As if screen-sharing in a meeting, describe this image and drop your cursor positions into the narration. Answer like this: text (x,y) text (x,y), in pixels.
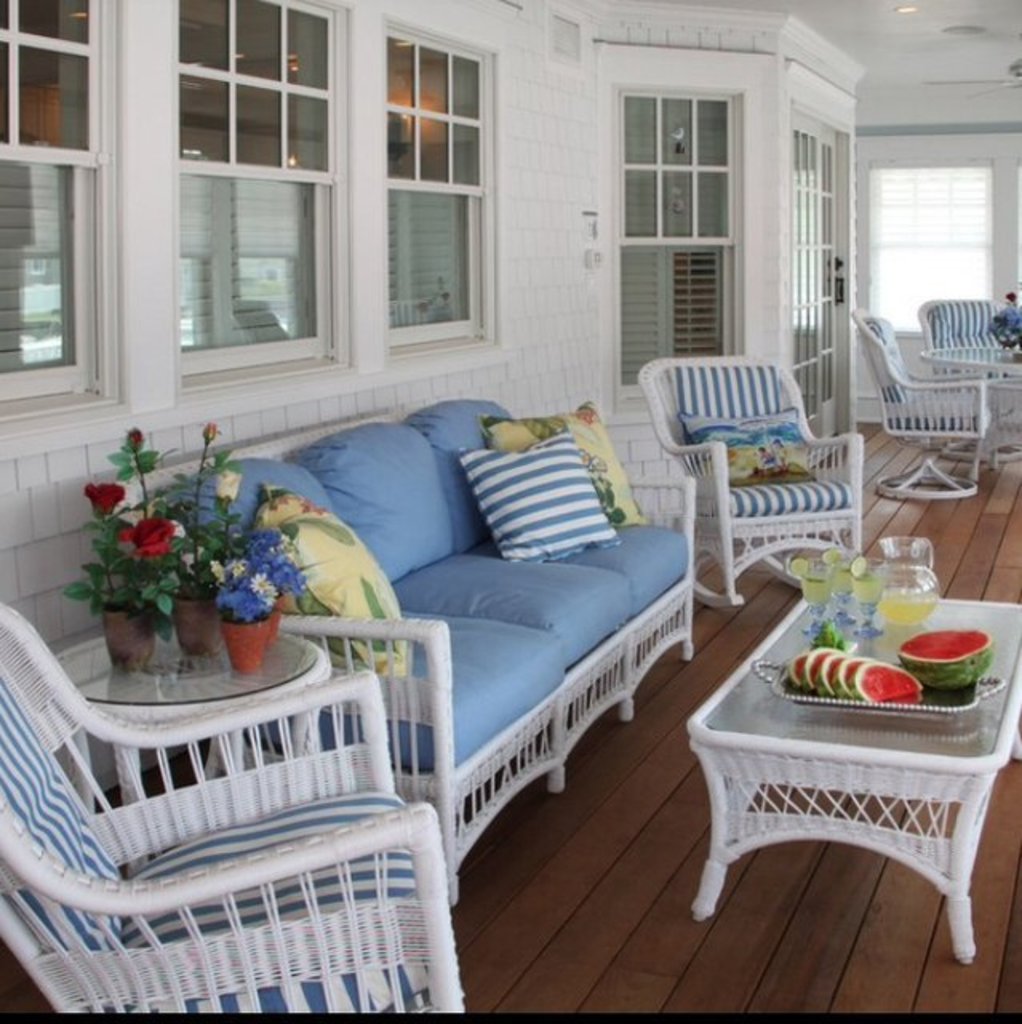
In the picture there is sofa (509,713), teapoy (908,773) and chairs (262,907) on the left side (302,690), this seems to be in a porch (996,120). There are windows (260,247) on wall (363,204) on left side (231,287), there is food (870,678) on the teapoy (782,659) along with glass jar (903,586).
